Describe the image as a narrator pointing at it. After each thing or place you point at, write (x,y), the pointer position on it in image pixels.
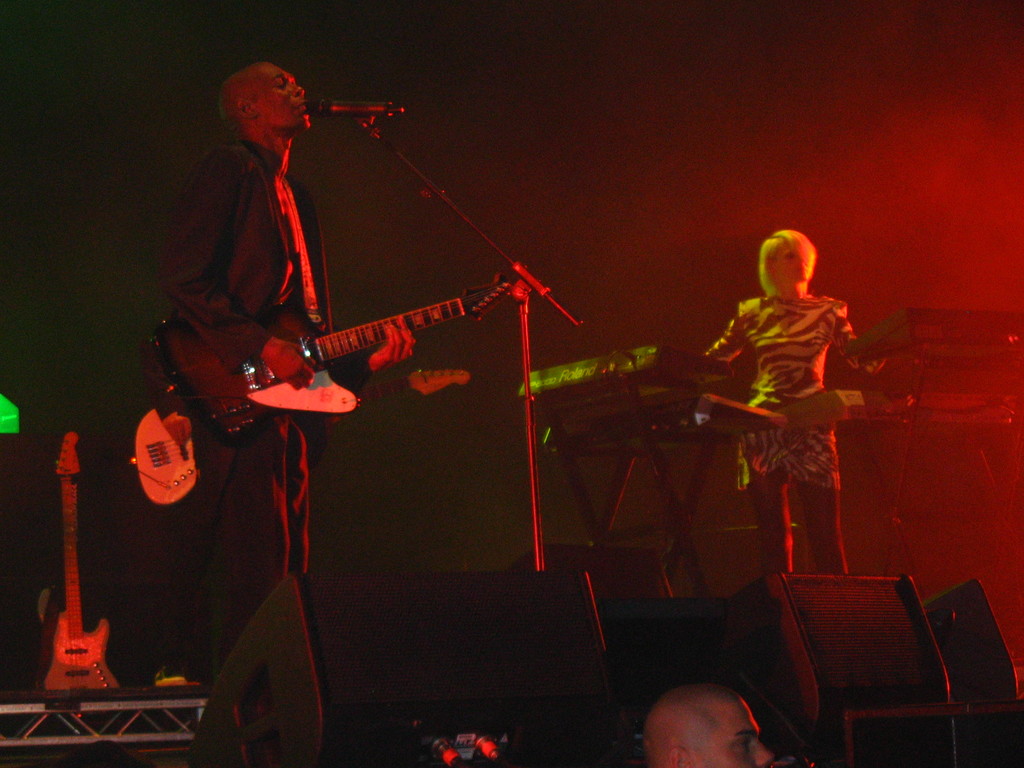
In this picture on the left side (282,502), we can see a man (288,381) standing and he is also playing a guitar (288,346) in front of a microphone (528,334). On the right side (850,328), we can see a woman (846,308) standing in front of a keyboard (952,365). In the middle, we can also see a head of a person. In the background (939,200), we can see few lights (845,228) which are in red color.
